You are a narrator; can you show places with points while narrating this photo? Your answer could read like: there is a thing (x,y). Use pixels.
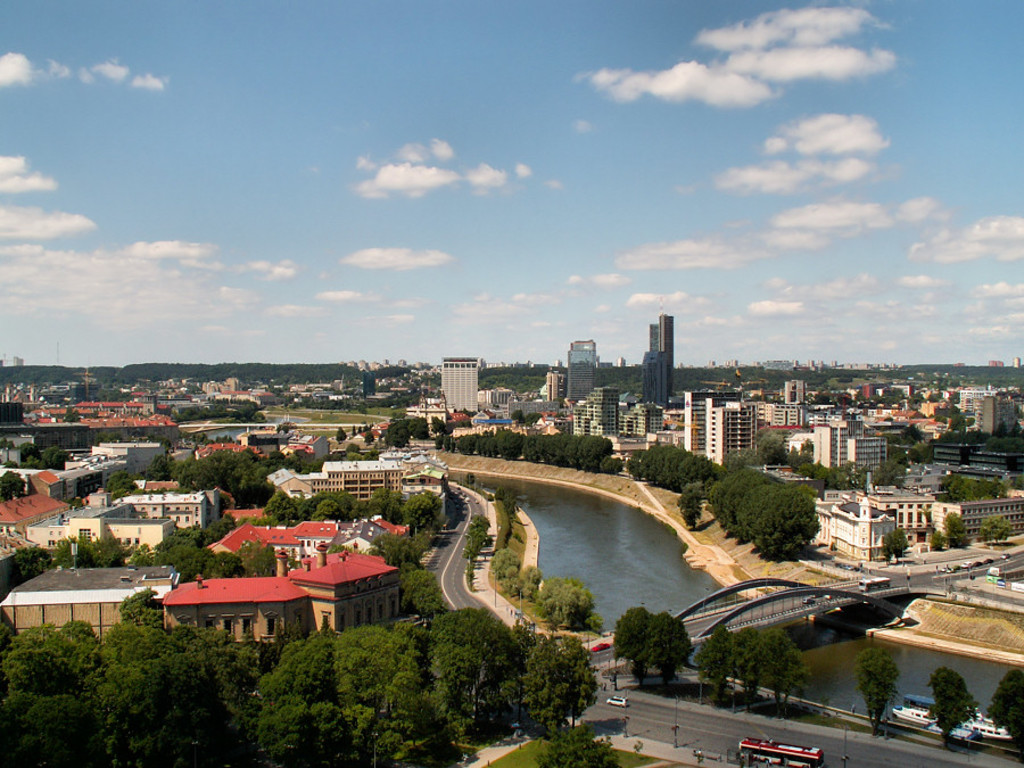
In this image we can see many buildings (313,475) and trees (893,447). We can also see the bridge (746,580), river (700,591) and some vehicles (744,753) on the road (714,724). At the top (274,130) there is sky (400,207) with some clouds (746,246).
